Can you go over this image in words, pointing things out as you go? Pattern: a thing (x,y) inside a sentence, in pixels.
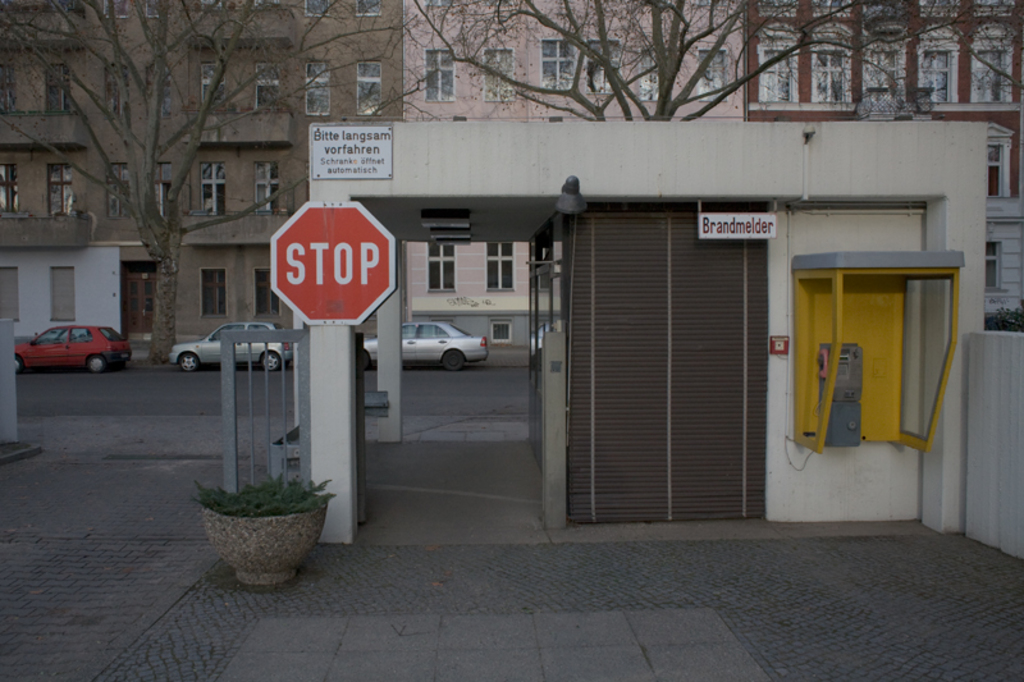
In this image we can see a plant (325,499), boards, shutter (613,419), pillars (332,541), wall (1006,375), bare trees (155,147), and buildings (549,10). There are vehicles (58,348) on the road (105,383).
